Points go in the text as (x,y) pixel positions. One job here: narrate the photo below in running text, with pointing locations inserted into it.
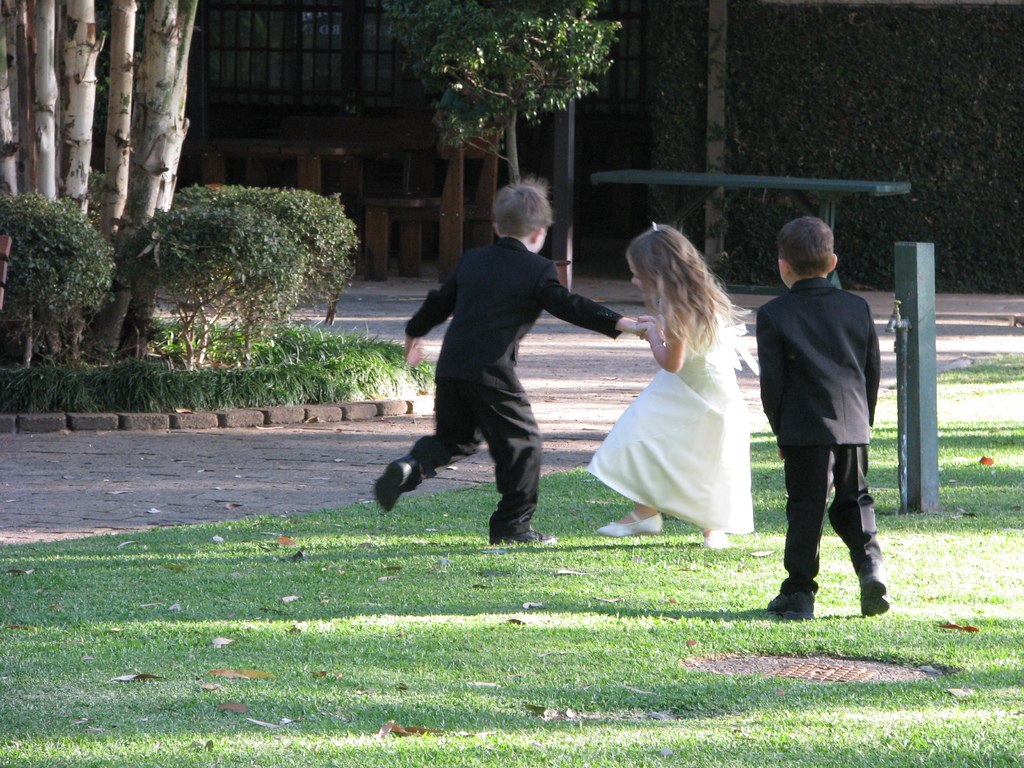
In this image we can see kids (669,379) playing in the ground (602,587) and there is a tap (906,325) attached to the pole (896,247), there are trees (485,62) plants (370,356), bench (372,254) and a building (637,85) in the background (786,186).
